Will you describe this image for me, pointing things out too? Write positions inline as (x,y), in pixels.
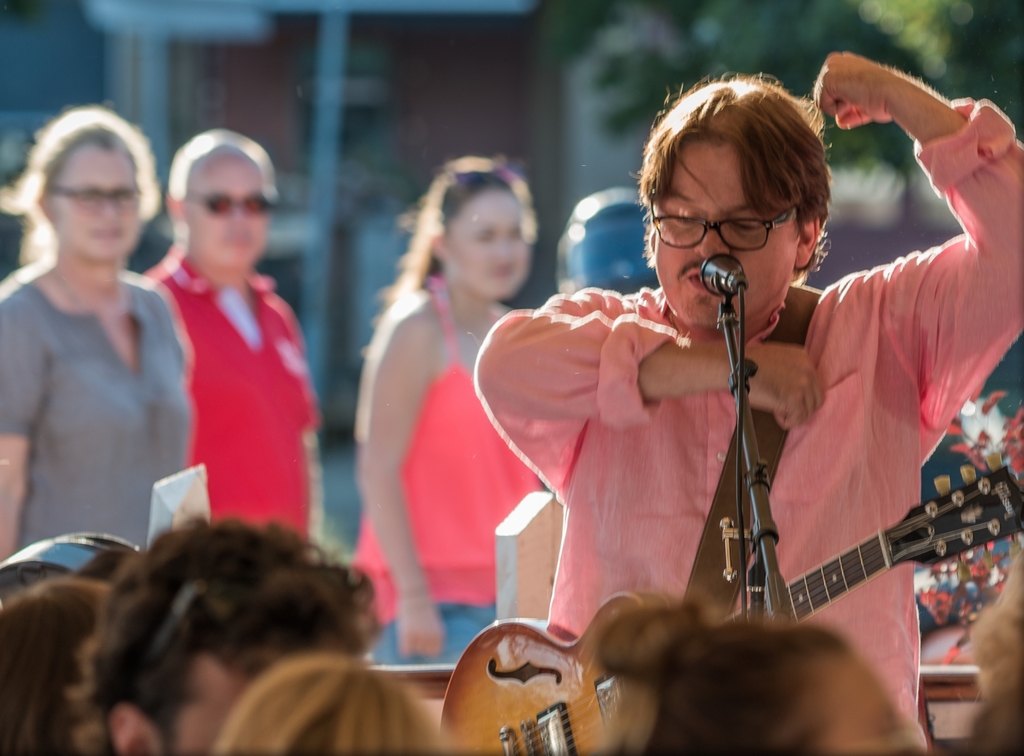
People (296,380) are standing, man (837,450) wearing guitar (589,653), here there is microphone (721,279).
